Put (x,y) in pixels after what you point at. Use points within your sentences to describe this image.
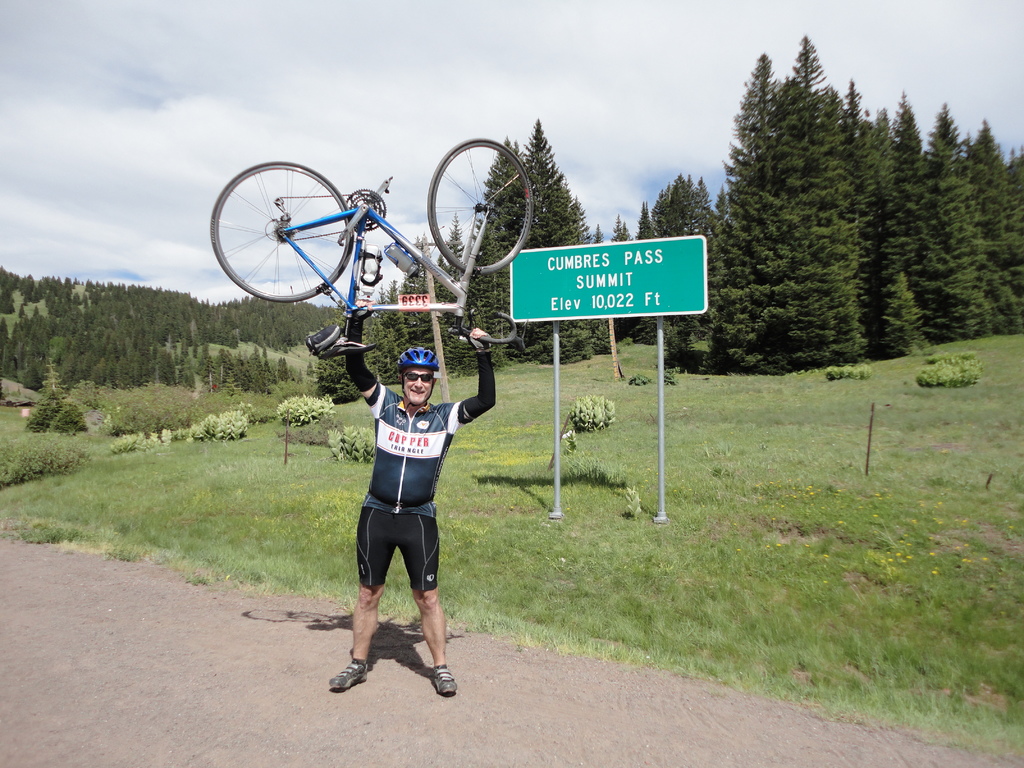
In this picture we can observe a man (427,457) standing on the road (257,633) lifting a bicycle (289,297) with his hands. He is smiling and he is wearing blue color helmet (407,363) on his head (422,383). We can observe green color board (565,306) fixed to the two poles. There is some grass (595,557) on the ground (295,491). In the background (760,325) there are trees (850,199) and a sky (485,121) with some clouds (346,89).
